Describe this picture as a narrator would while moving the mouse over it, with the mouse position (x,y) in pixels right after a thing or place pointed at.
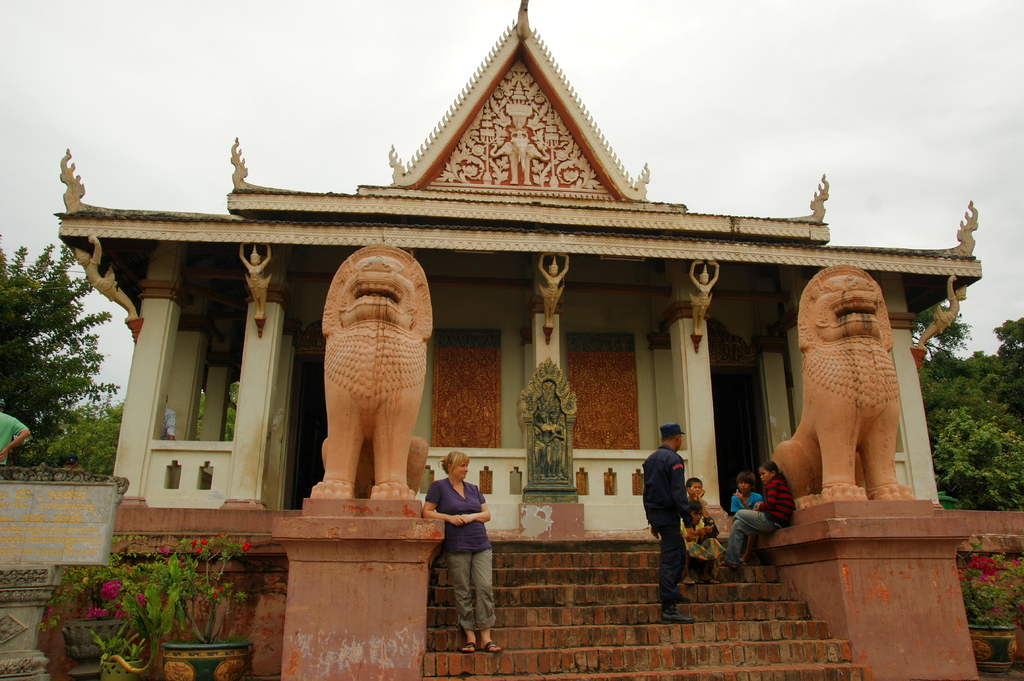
In this image I can see a building (420,539), houseplants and a group of people (673,599) on the staircase (697,589). In the background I can see trees (14,305). On the top (219,133) I can see the sky (219,133). This image is taken during a day.
